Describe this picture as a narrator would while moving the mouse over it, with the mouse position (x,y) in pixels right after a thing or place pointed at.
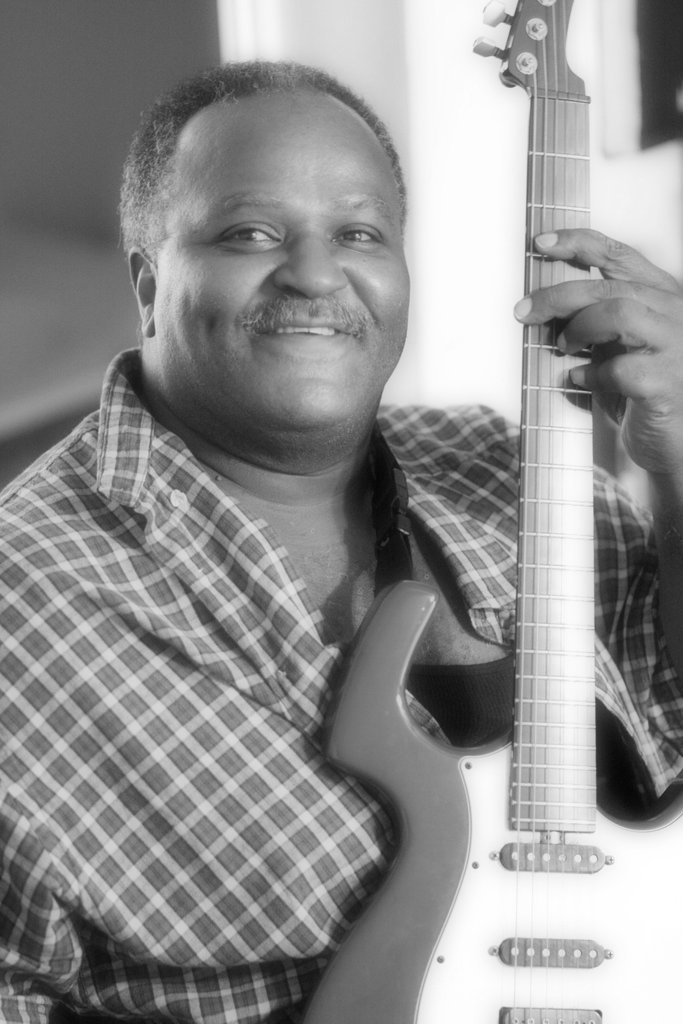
A black and white picture. This man (241,623) wore shirt (185,627), smiling and holding a guitar (586,415).
